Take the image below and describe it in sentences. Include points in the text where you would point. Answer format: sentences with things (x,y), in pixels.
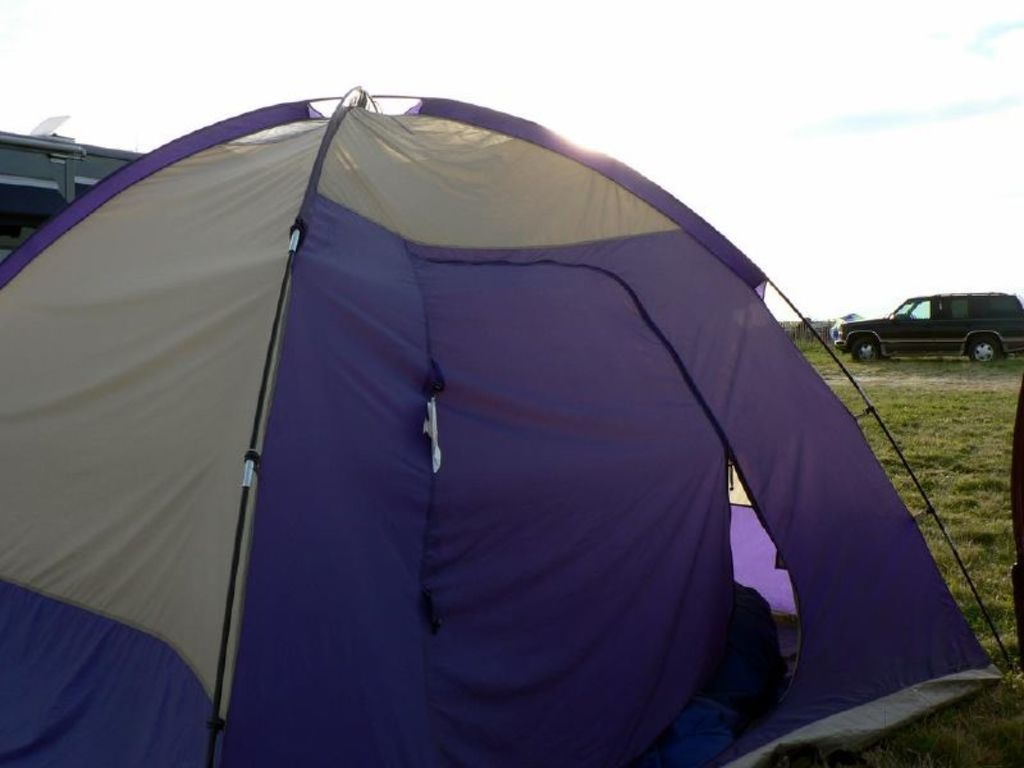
In this picture we can see a tent (244,392), in the background (56,161) we can find a building (76,160), a car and grass (924,438).
